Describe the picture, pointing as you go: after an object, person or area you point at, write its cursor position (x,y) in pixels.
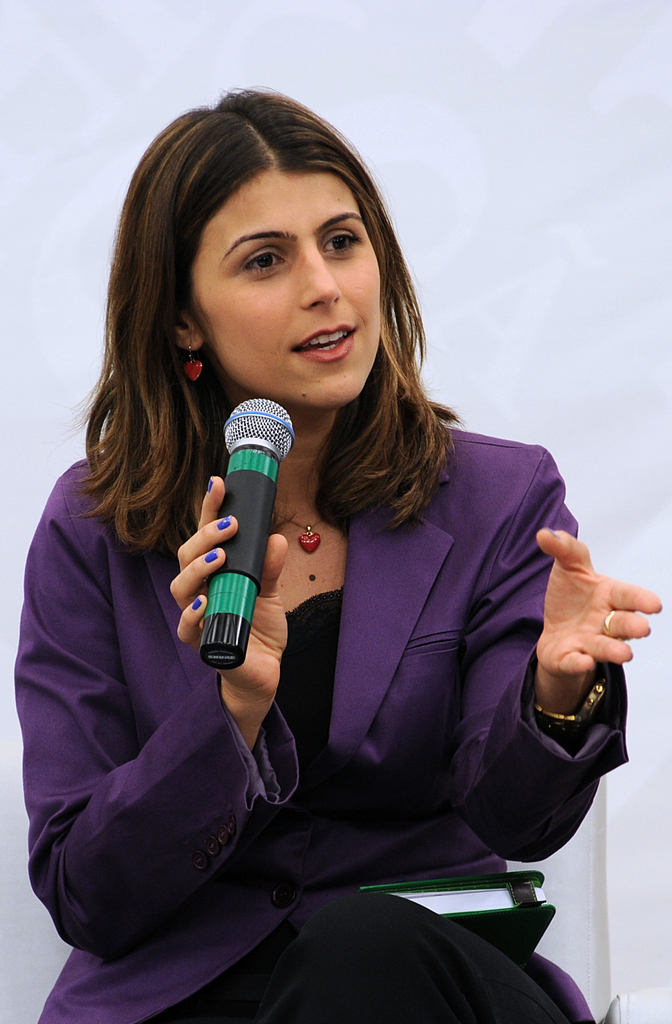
In this image I see a woman (69,737) who is sitting and she is holding a mic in her hand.
